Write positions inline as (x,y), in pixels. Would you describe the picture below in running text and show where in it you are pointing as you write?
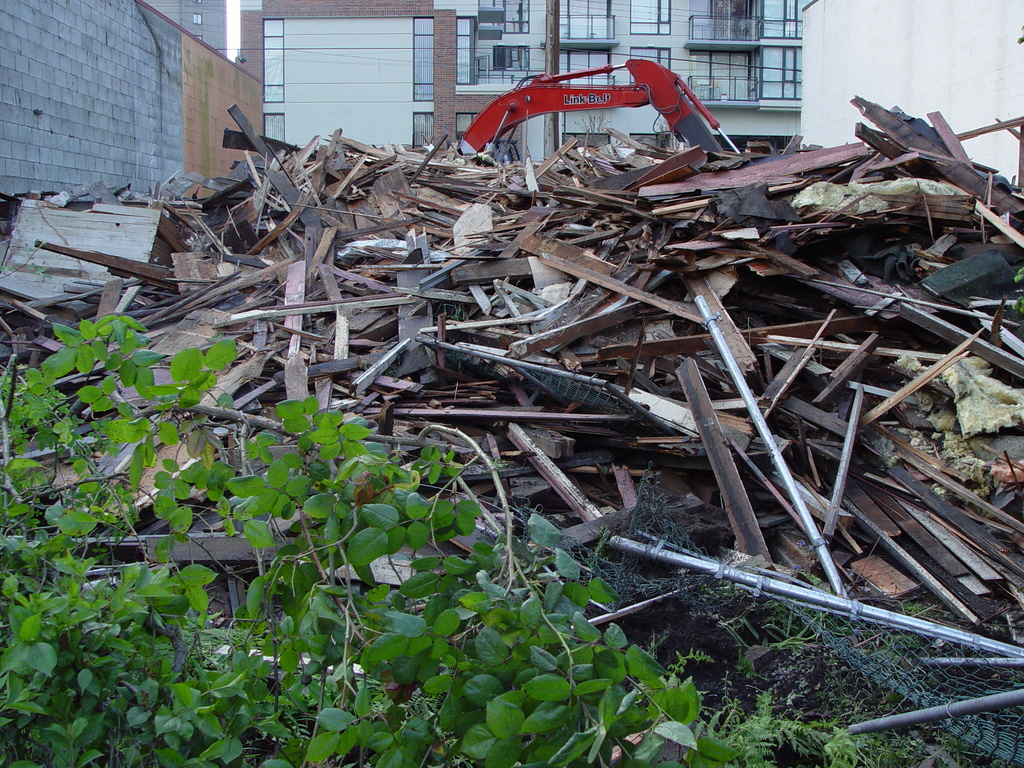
Building (674,31) with windows (662,15). Here we can see wooden sticks (574,203), vehicle (503,136), mesh (922,666), pole (989,644) and plant (299,715).
